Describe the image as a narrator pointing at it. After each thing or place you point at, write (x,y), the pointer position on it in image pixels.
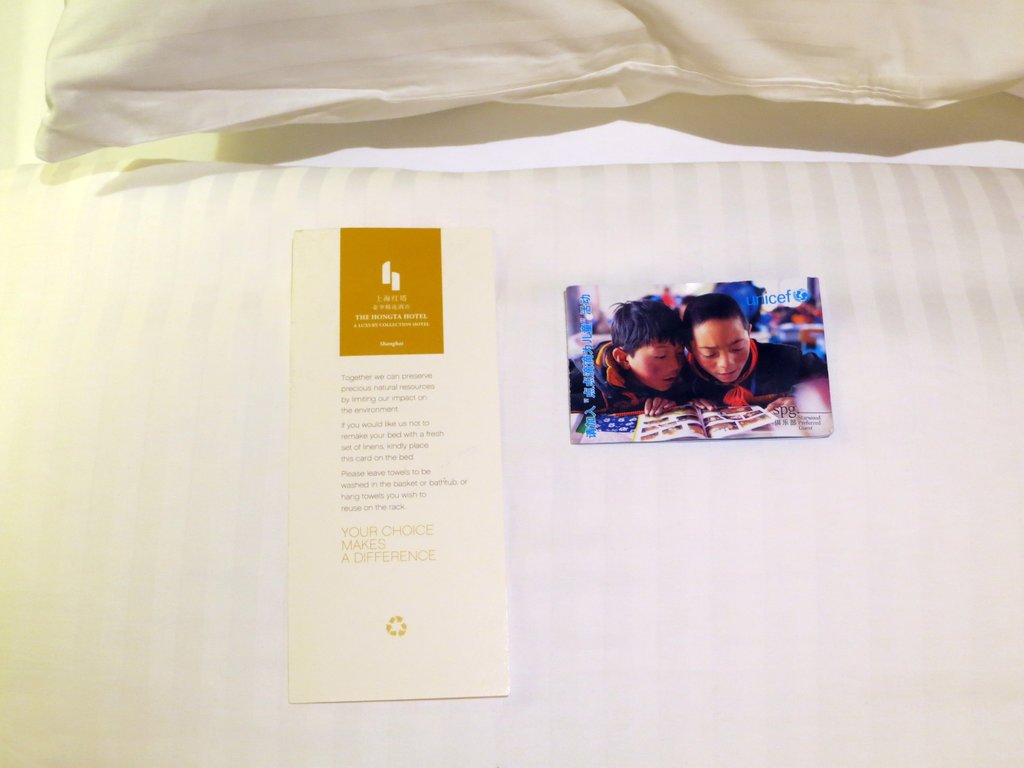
There is a photograph (600,356) and other paper (425,487) is kept on a cloth (589,262) as we can see in the middle of this image (624,498). There is a pillow (643,53) at the top of this image (568,93).
